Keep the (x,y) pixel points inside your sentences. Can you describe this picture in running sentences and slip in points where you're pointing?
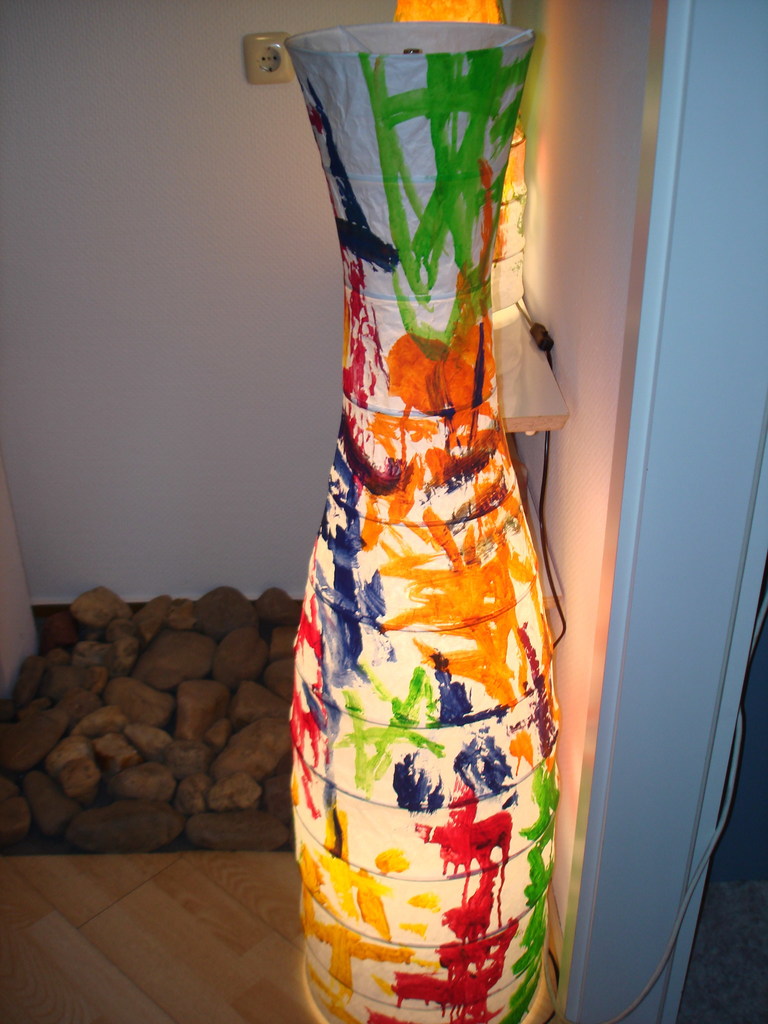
In this image we can see light (491,586), wall (609,330) and stones (177,729).
